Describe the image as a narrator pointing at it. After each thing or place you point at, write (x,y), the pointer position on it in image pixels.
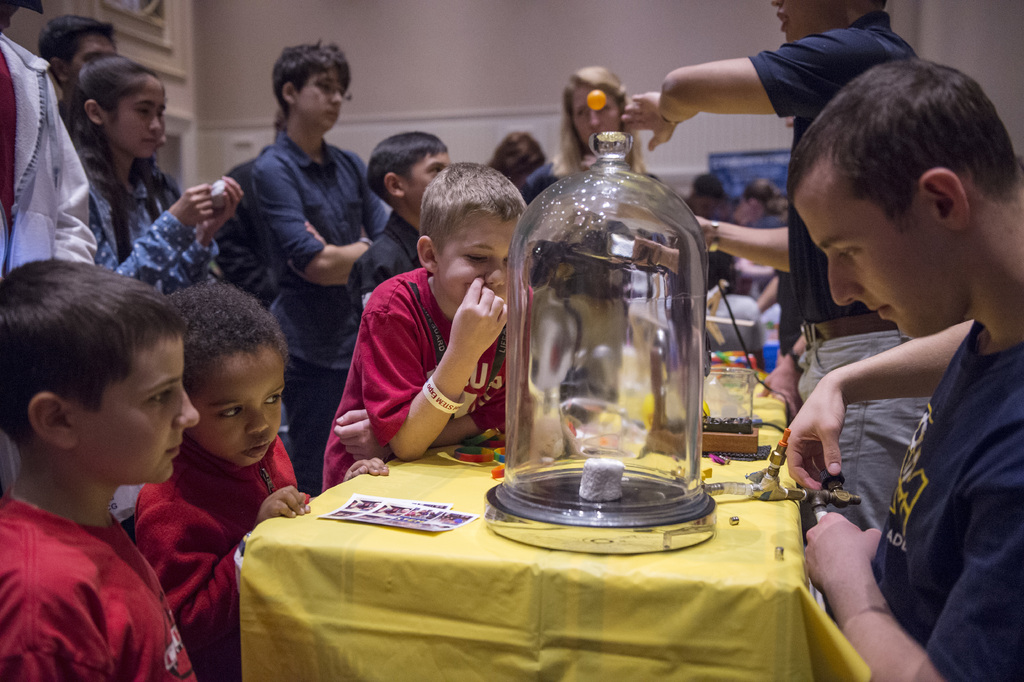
This is a picture from a science exhibition. In the center of the picture (530,398) there is a table (596,608), on the table (776,505) there is a glass object (637,487) and cable (718,492). On the right (828,361) there are men (828,361). On the left (160,527) there are kids (178,422). In the background of the right there are many people (249,201). In the background (488,24) there is a wall (330,36).
